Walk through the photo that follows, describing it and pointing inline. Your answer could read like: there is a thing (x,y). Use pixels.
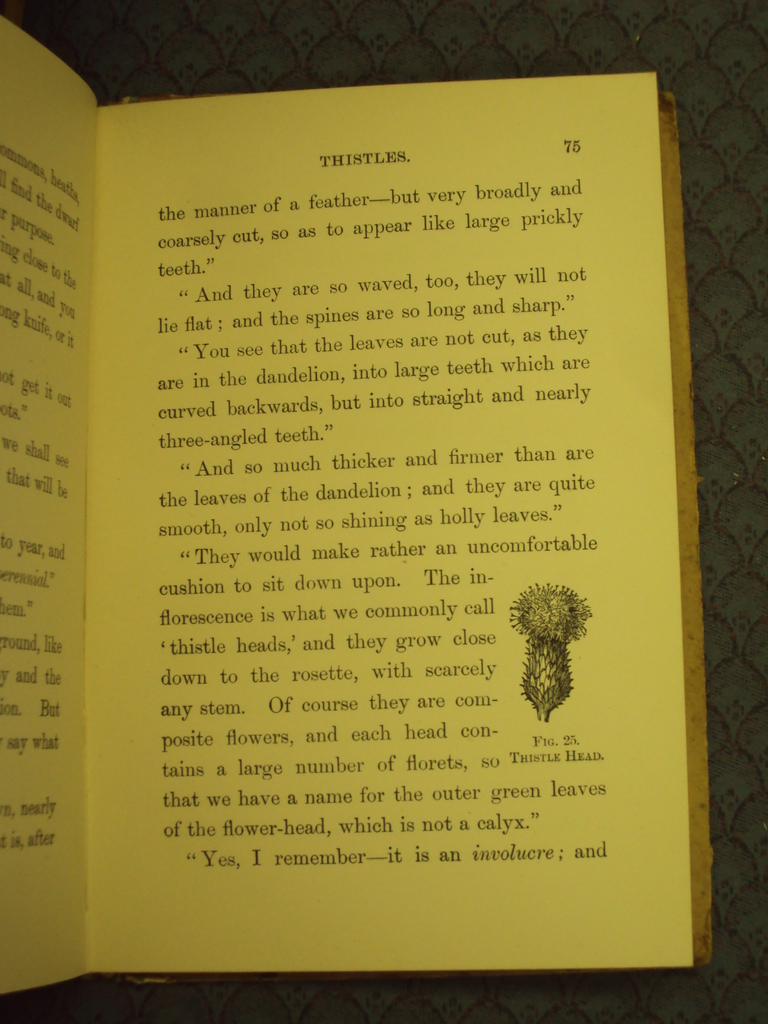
This is the picture of a yellow color book (411,718) and there is black color text (440,645) with an image (571,674) on the book (467,910).
